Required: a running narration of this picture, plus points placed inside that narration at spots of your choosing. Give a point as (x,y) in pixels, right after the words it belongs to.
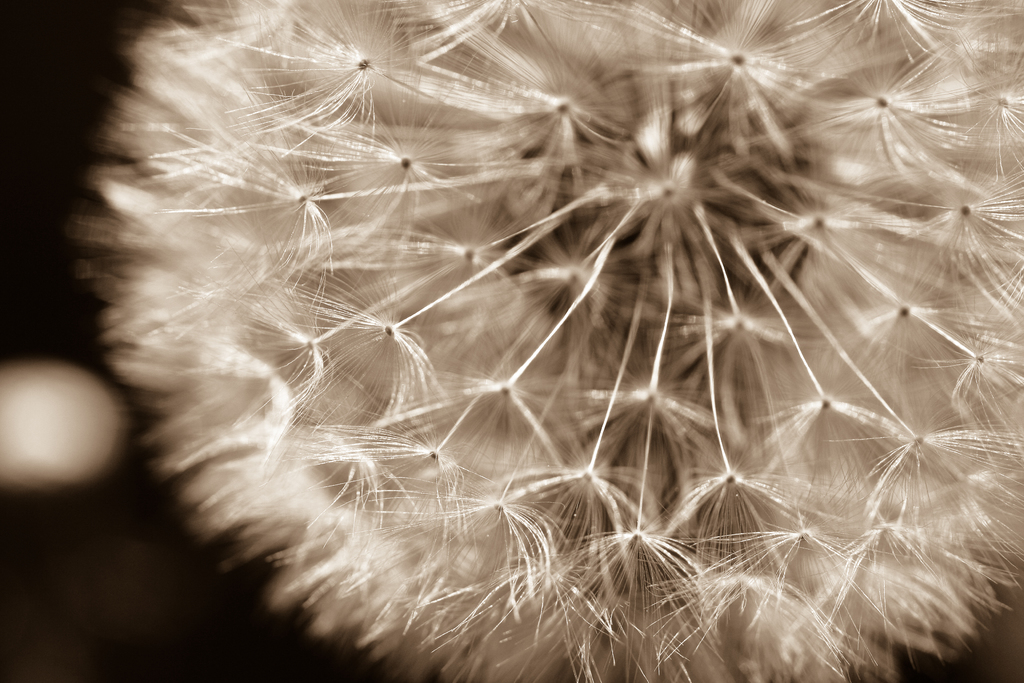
In this image we can see a white color flower (375,240) and the background (150,460) is dark.
